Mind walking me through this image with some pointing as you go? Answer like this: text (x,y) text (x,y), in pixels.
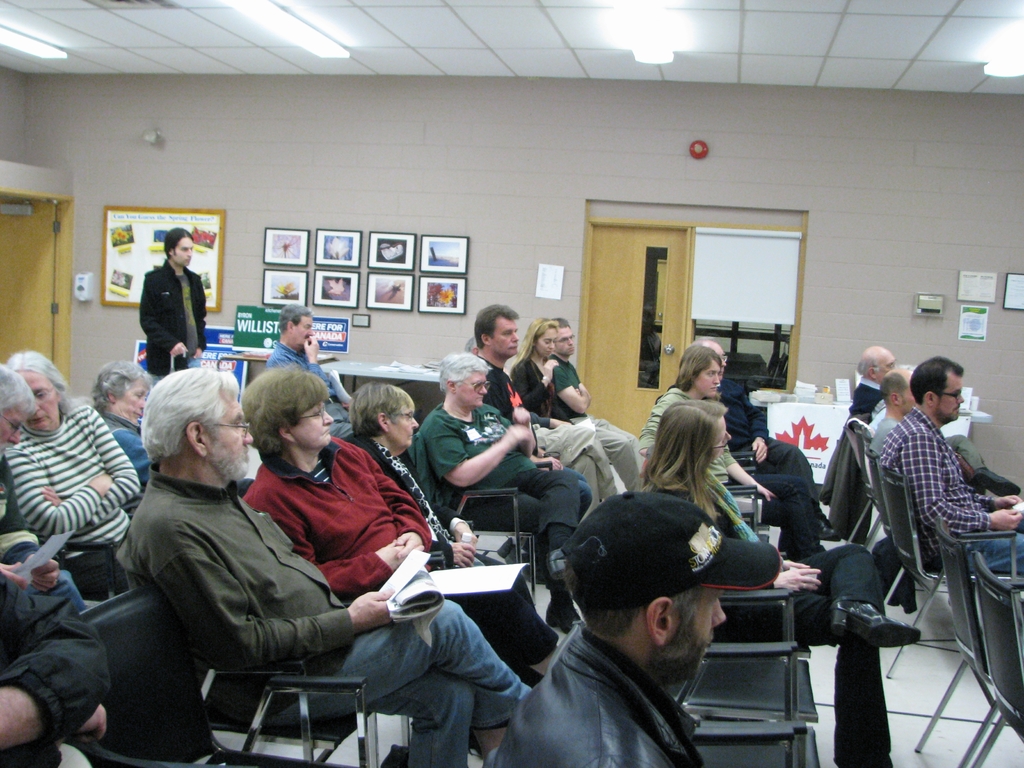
There are many persons (471,433) sitting in this room (490,430). There are many chairs (984,619). In the back (353,175) there's a wall (308,143). On the wall (418,287) there are photo frames (382,264), banner (264,337) and notices (154,226). There is a door (642,295). On the ceiling (544,34) there are lights (312,49).
